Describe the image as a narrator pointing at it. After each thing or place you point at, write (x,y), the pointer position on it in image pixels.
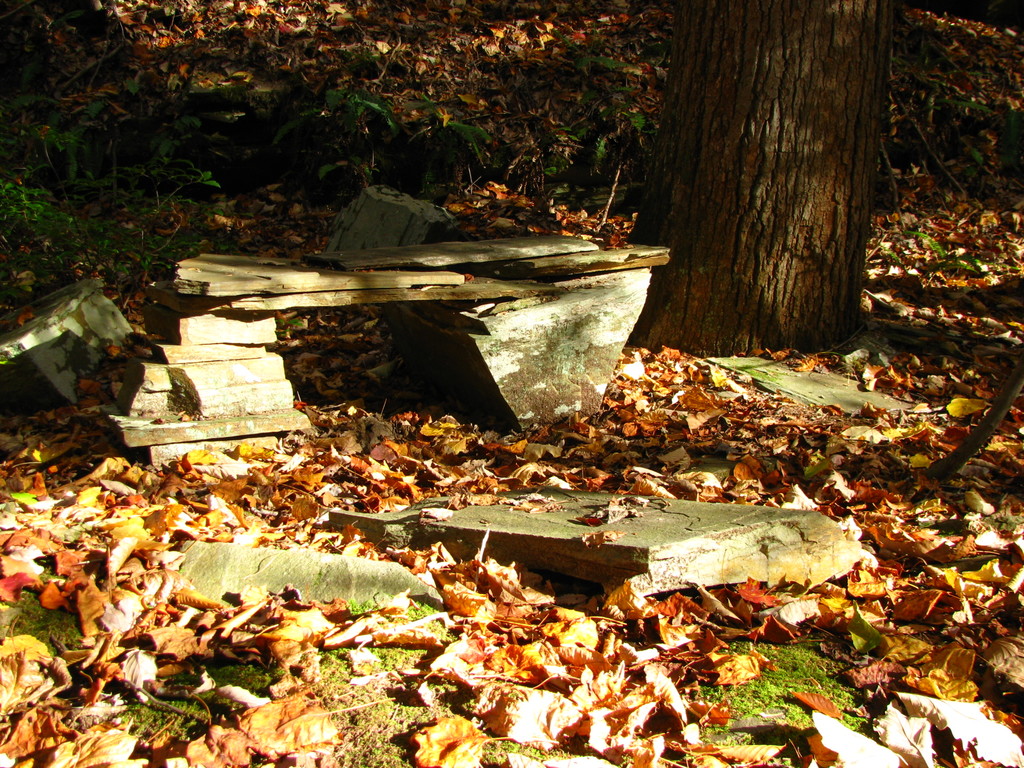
In this image, I can see a bench (150,421) which is made of stones (659,251) and there are leaves (48,515) all over here. In the background (687,156) few plants (3,174) and a tree (765,271).
